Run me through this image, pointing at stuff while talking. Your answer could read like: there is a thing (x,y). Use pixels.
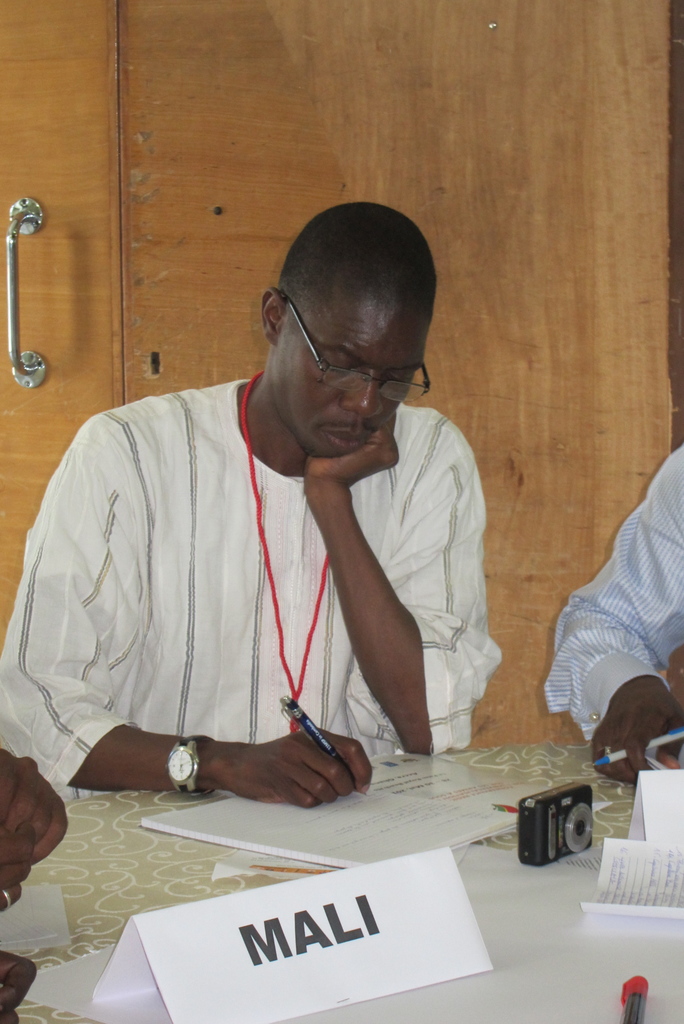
In this picture we can observe a person (277,552) sitting in front of a table (217,798) on which there are papers (305,853) and a name board (274,925). We can observe black color camera (542,809). In the background (148,255) there is a brown color door (65,224).
